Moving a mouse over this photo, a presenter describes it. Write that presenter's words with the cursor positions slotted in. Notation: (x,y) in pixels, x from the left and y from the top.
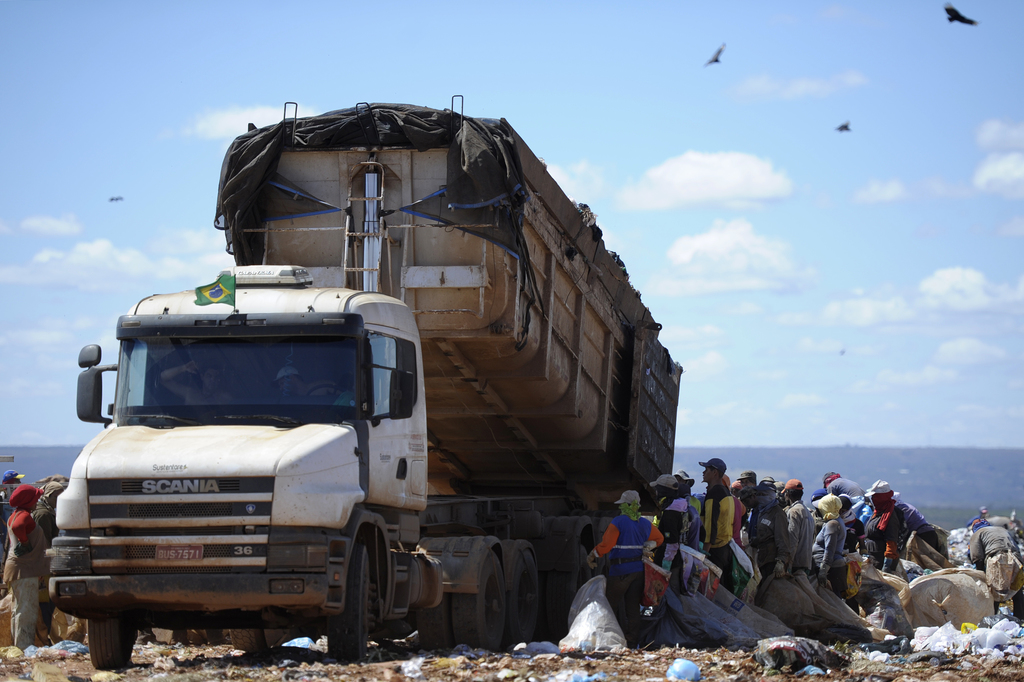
In this picture, we see a truck (281,467). Beside that, we see the people (633,544) are standing and they are holding the garbage bags (725,601). At the bottom (564,649), we see the garbage (493,672). On the left side (19,529), we see the people (45,546) are standing. There are hills (958,500) in the background (912,473). At the top (630,133), we see the sky (637,122) and the clouds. We see the birds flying in the sky (880,128).
